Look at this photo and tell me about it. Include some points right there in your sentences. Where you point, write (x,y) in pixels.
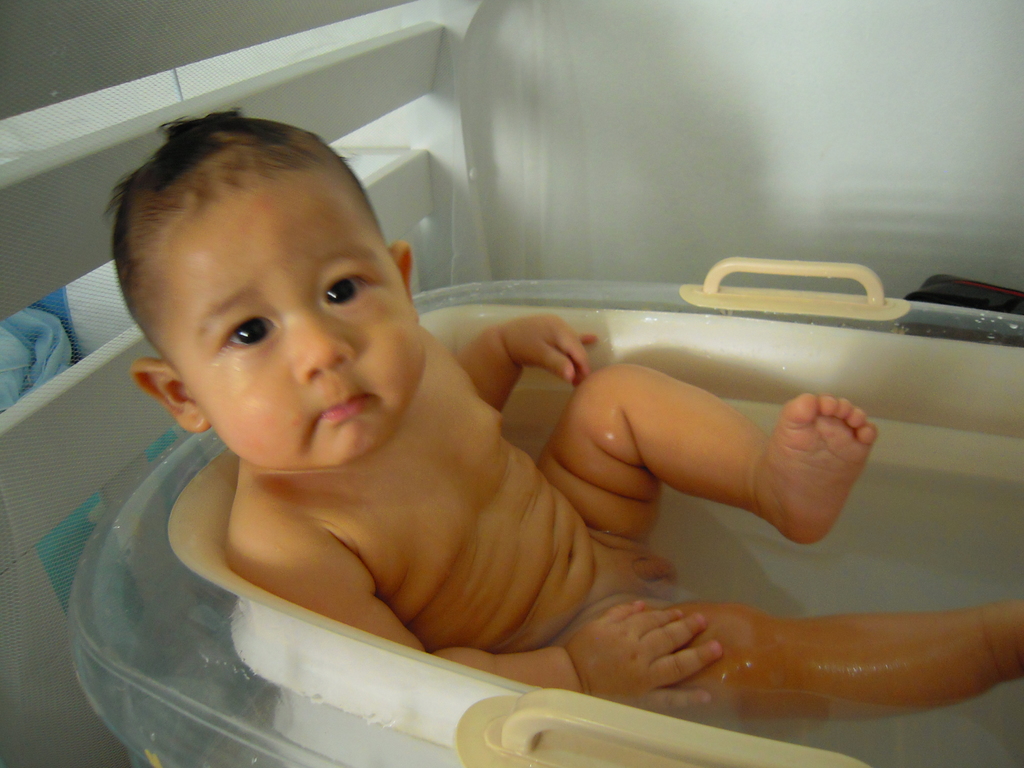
In this image we can see a baby (532,472) in the bathtub (956,487). In the background of the image (549,210) there is a wall (740,108), mesh (79,268) and other objects (20,375).
